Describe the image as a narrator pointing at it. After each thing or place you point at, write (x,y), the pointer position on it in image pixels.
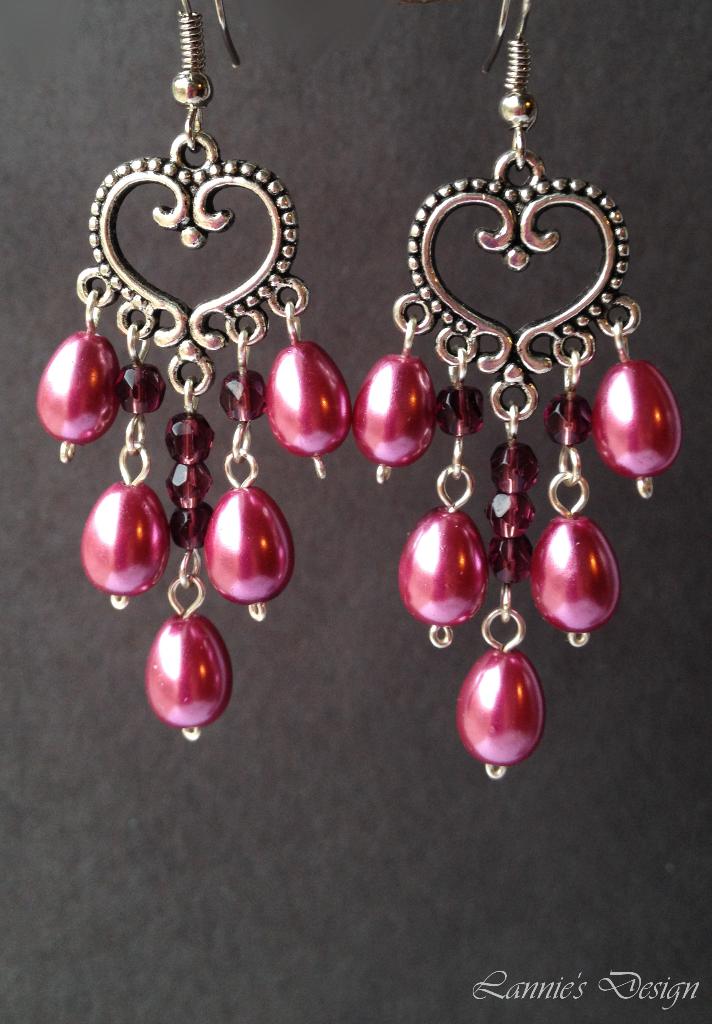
In this image there are pair of earrings (220,650) made with red beads (466,691).
